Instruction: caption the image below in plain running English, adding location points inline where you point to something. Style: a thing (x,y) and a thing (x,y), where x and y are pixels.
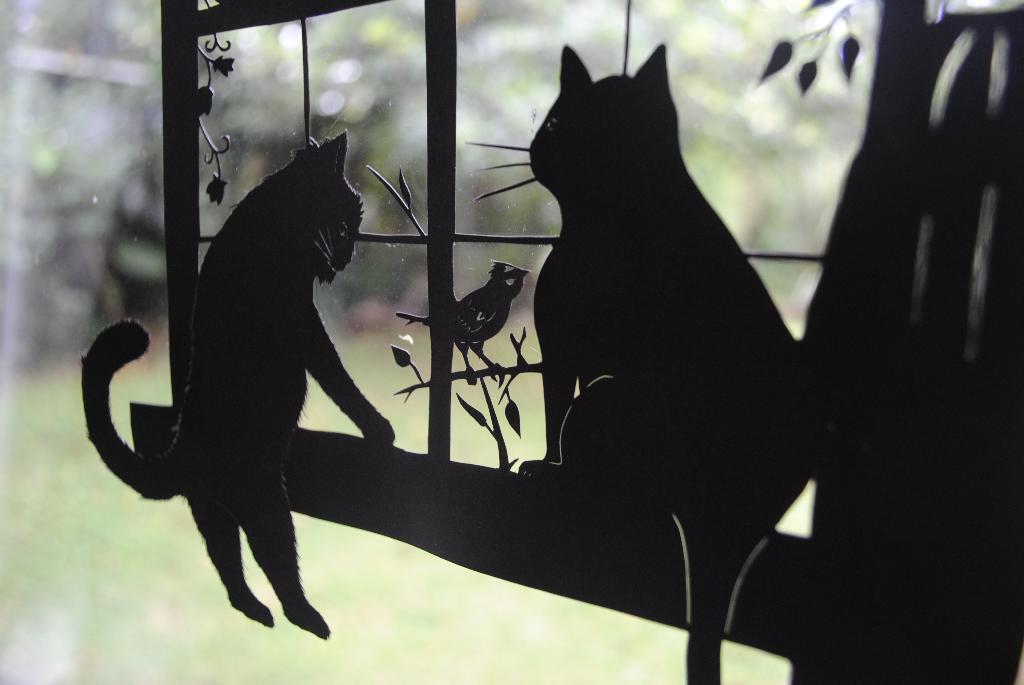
In this image there is a glass door (456,267) and there is a shadow (612,207) of cats (567,349), bird (490,323) and plant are visible and there is a blurry background (35,136).
